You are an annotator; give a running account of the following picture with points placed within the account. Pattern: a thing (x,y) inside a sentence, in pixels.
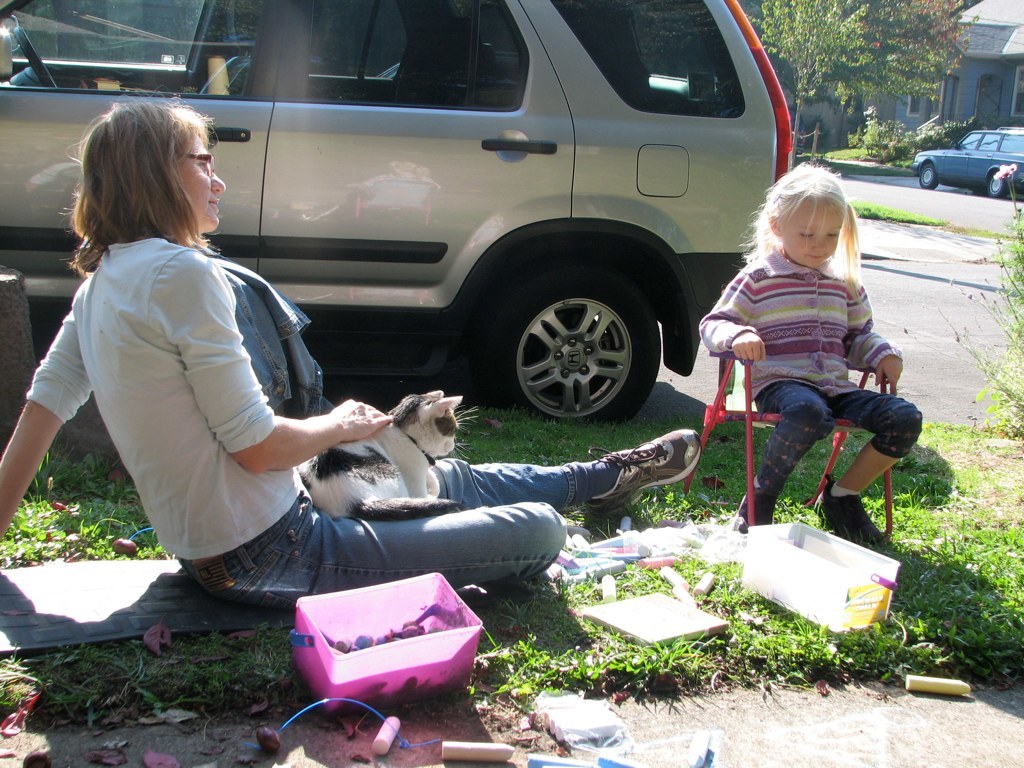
In the image there is a girl (748,324) sitting on a chair (756,411) and beside her a woman (373,524) is sitting on the grass (582,517) and holding a cat (394,409) in her lap (333,522), beside the woman (383,546) there are many objects (336,613) thrown on the ground (400,708) and behind the woman (110,226) there is a car (532,153) and in the background (814,88) there are few trees (885,67) and a house (993,52) and there is another car (955,159) in front of that house (1008,105).
